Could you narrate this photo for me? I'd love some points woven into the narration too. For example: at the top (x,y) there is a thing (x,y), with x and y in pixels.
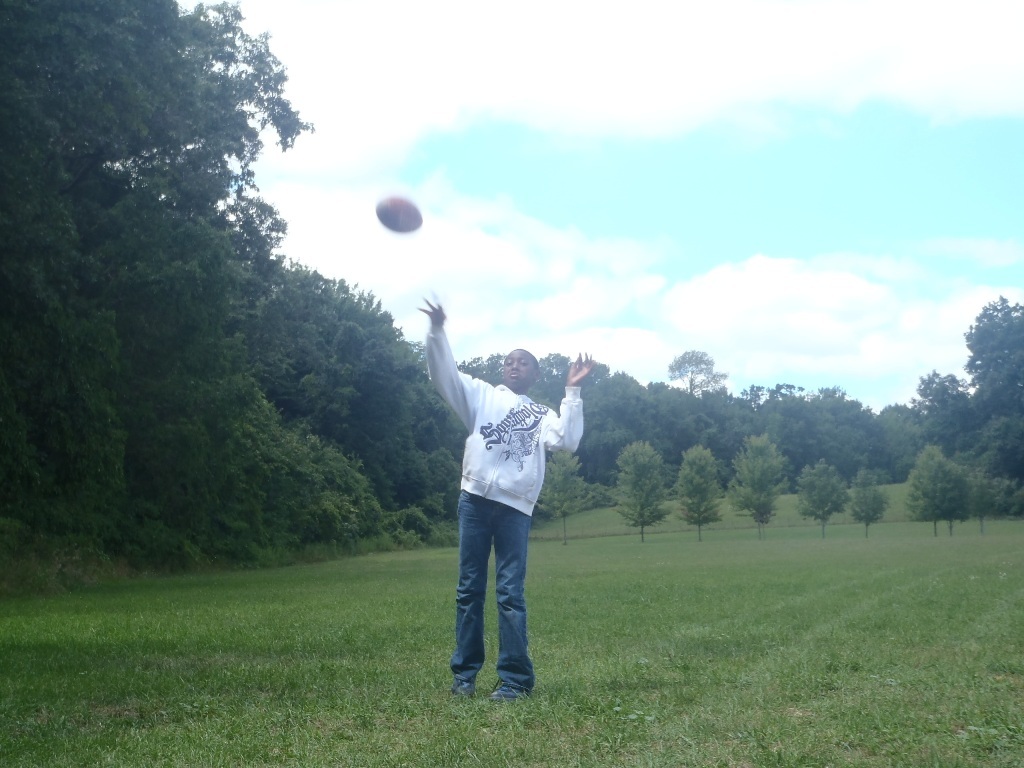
This image consists of a person (489,456) playing with a ball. He is wearing a white shirt (493,462). At the bottom (582,685), there is green grass (802,730). In the background (691,436), there are many trees (732,411). At the top (650,194), there are clouds (566,271) in the sky (674,273).
